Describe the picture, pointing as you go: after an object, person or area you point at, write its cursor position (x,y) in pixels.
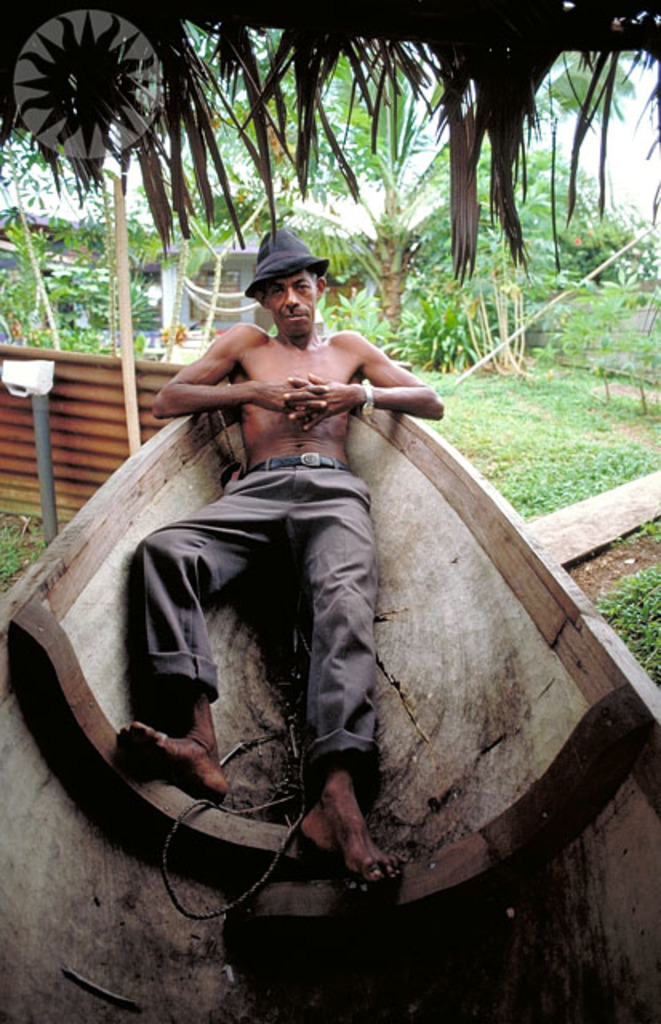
In this image there is a person (153,552) lay on the boat (457,720) the boat (295,629) is on the grass surface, behind the boat (427,577) there are trees (432,212).
